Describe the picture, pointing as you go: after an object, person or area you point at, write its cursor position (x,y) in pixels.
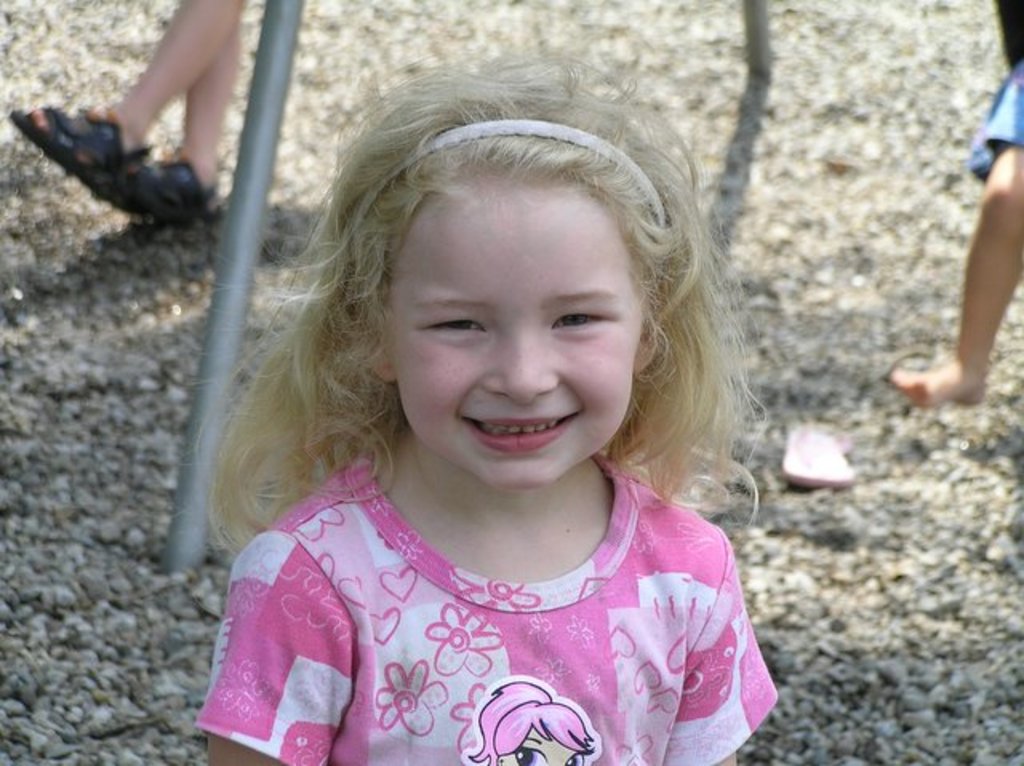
In this image there is a girl (631,471) smiling, and in the background (915,442) there are stones (38,23), two persons (1003,185), iron rod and a slipper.
